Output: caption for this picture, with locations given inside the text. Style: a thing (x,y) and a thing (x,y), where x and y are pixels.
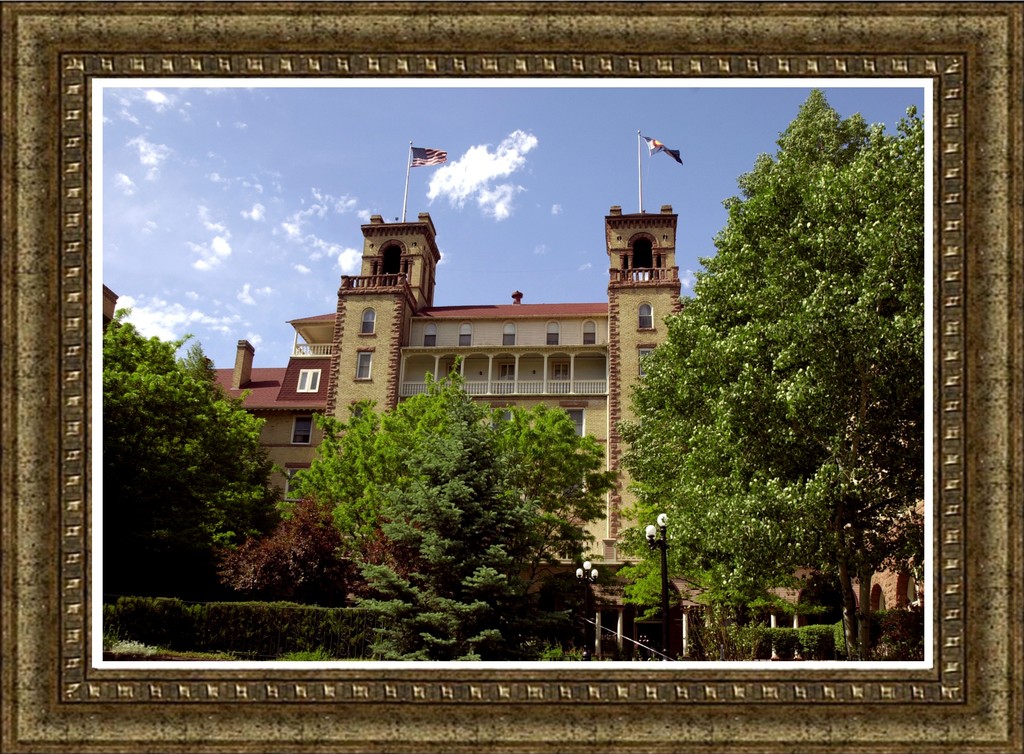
In this image there is a photo frame (780,72), there is the sky (554,174), there are clouds (516,142) in the sky (365,180), there is a building (429,340), there are poles (640,182), there are flags (436,160), there are windows (358,357), there are lights (651,530), there are trees (378,494), there are plants (292,627).
